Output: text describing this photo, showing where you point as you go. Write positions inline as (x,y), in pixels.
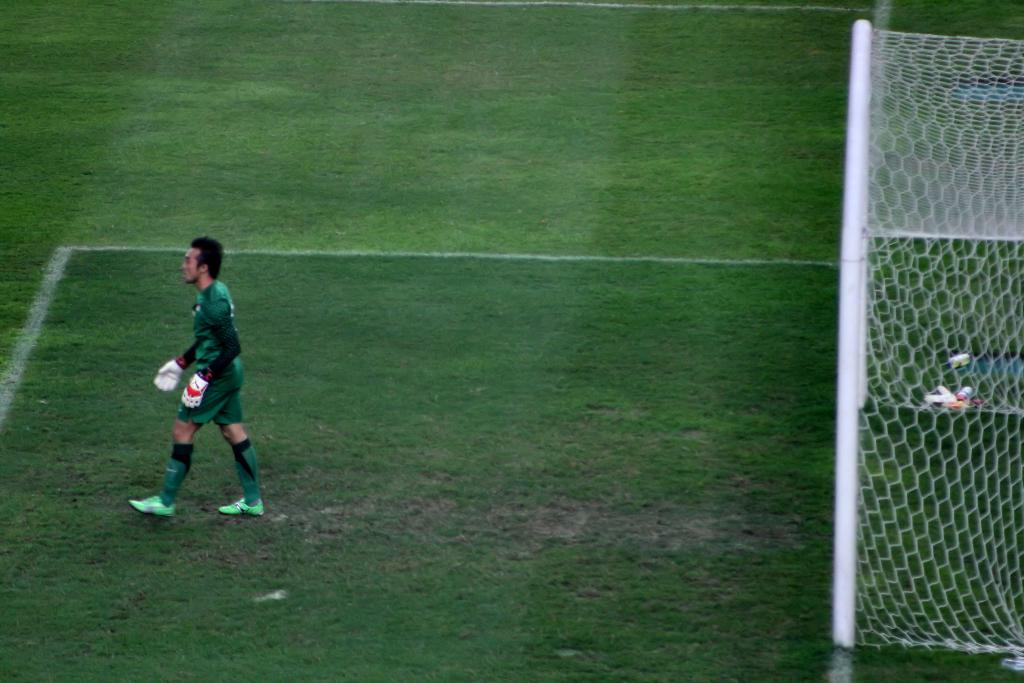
In this image we can see a person (178,447) walking. At the bottom of the image (504,615) there is grass (531,197). To the right side of the image (883,249) there is a goal post (840,607).
